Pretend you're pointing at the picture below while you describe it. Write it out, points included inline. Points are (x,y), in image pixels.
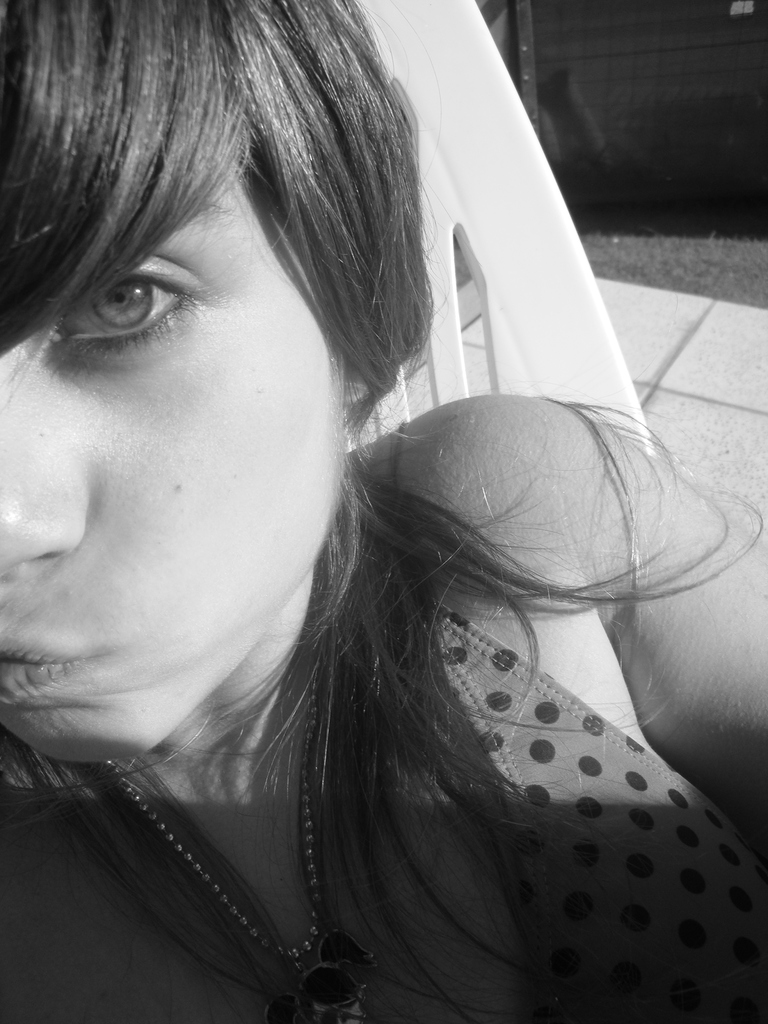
In this image we can see a woman (262,506) sitting on a chair (492,291) and in the background (671,122) there is a wall (680,142) and floor (699,317).
